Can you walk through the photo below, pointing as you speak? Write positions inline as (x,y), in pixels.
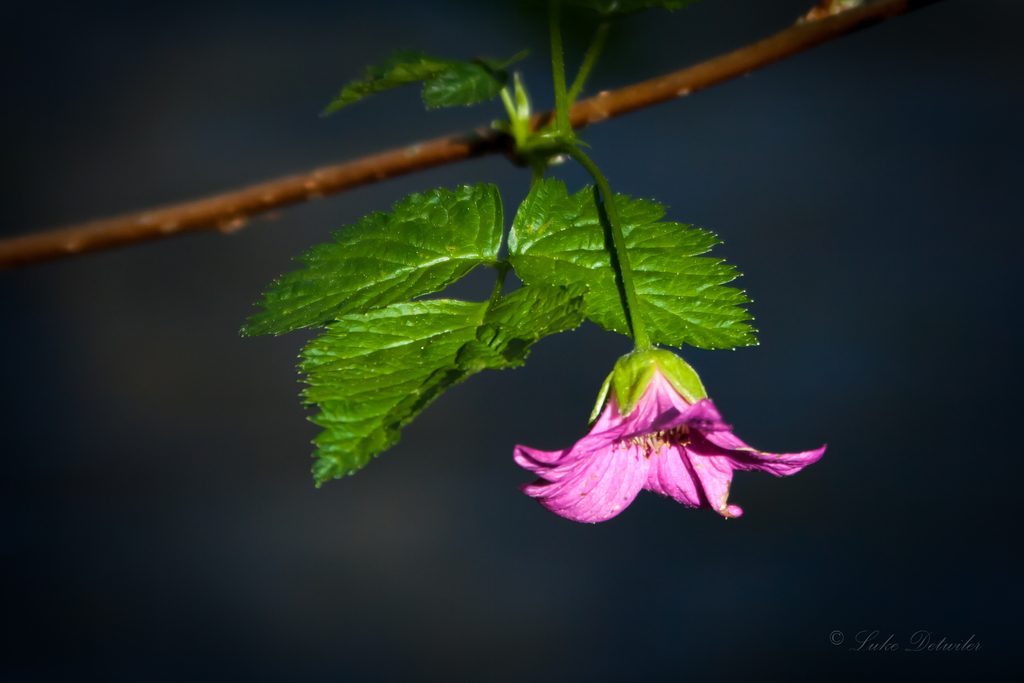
In this picture I can see a tree branch (794,52) with a flower (705,402). It is purple in color and few leaves (544,242).
